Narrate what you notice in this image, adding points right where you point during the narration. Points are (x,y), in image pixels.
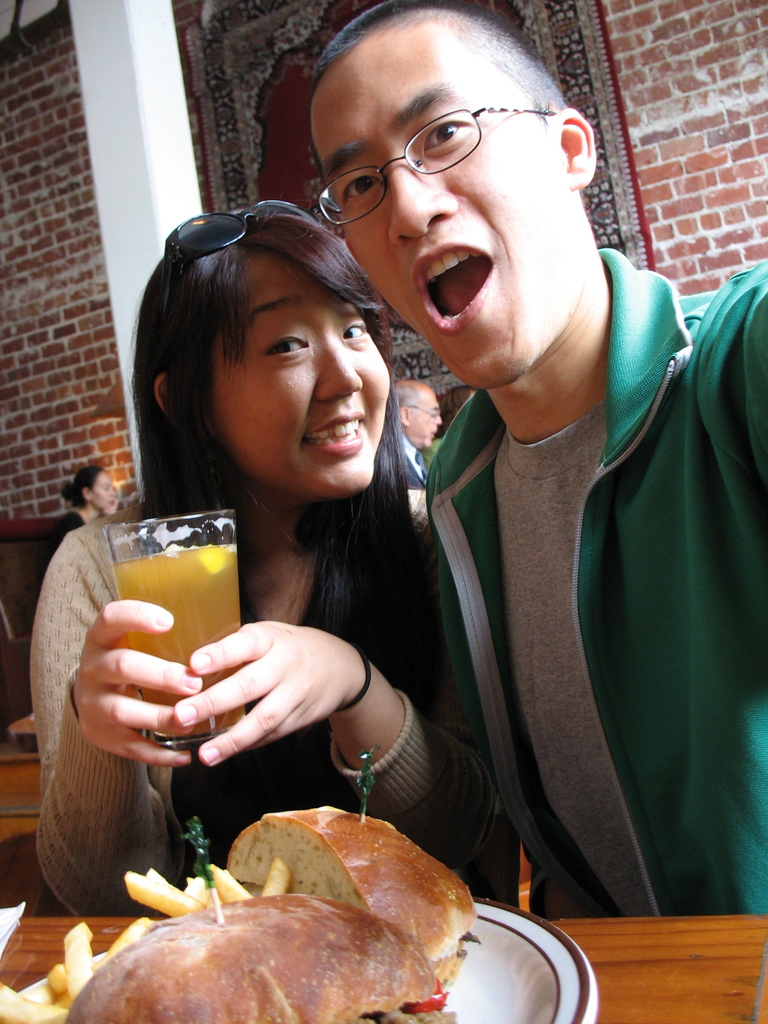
In this image we can see a man (590,548) and woman (273,601) are sitting. The woman (299,765) is holding, juice glass (211,632) in her hand (221,651). At the bottom of the image (417,911), we can see food item (273,997) is on the wooden surface (736,953). In the background (59,273), we can see a brick wall (638,34), carpet (255,184) and people (88,513).
